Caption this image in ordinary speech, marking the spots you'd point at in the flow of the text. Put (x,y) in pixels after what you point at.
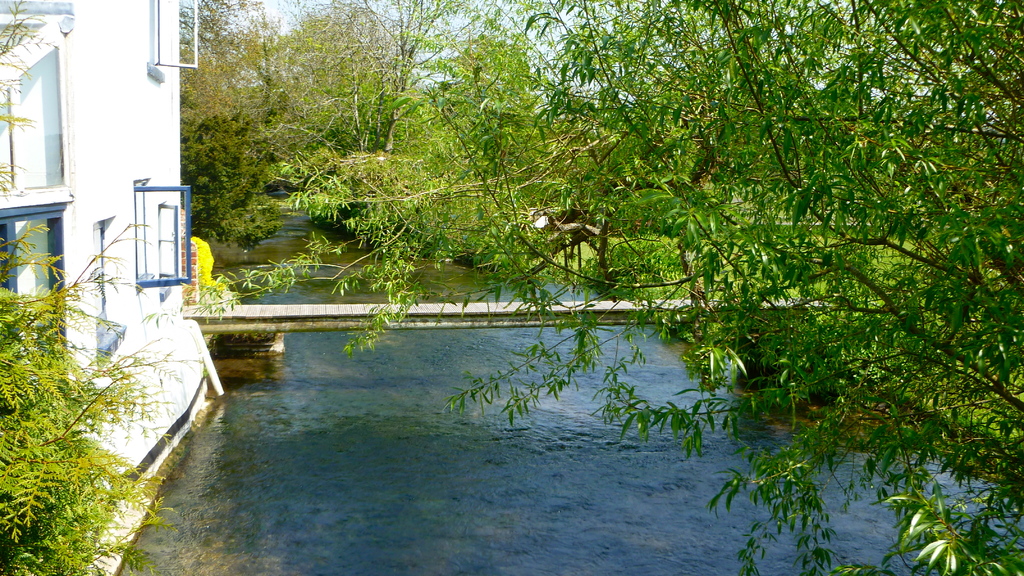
In the foreground of the picture (563,292) there are trees (987,156). On the left (82,233) there is a building (107,20). In the center of the picture (460,330) there is a bridge (479,324) and a water body (284,208). In the background (415,113) there are trees (611,251) and grass (592,256).
